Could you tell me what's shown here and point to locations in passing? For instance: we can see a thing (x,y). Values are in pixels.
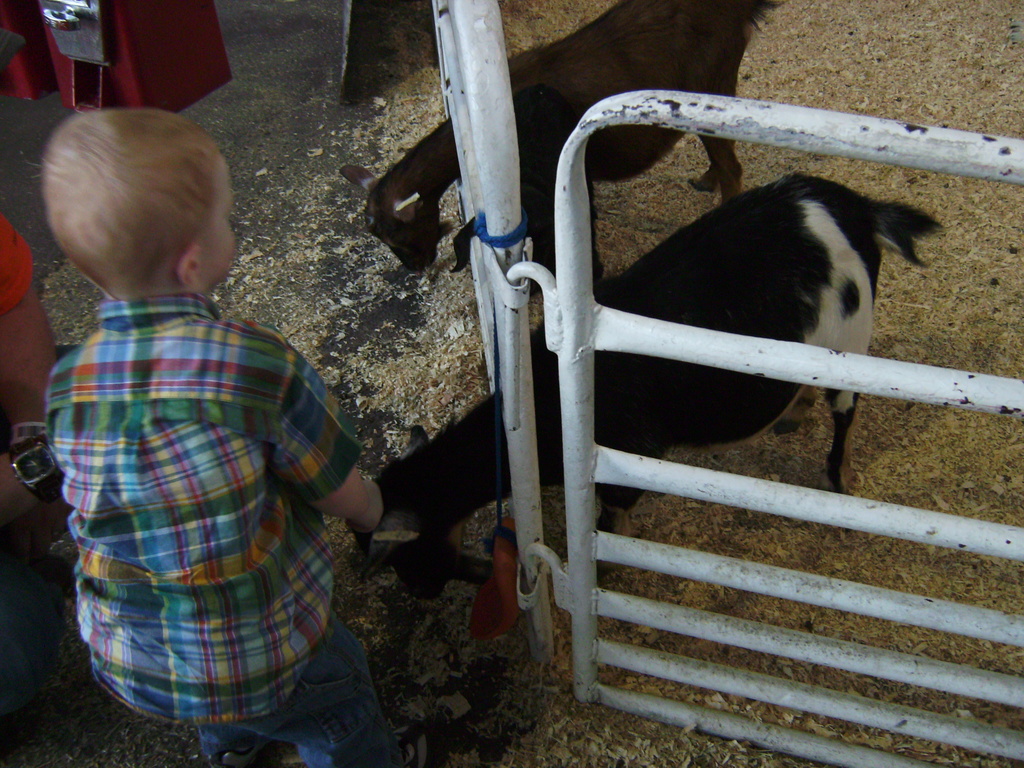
In this picture I can observe a boy (132,355) on the left side (150,491). There are three goats (419,249) in front of him. On the right side (825,400) there is a white color gate (615,539).
